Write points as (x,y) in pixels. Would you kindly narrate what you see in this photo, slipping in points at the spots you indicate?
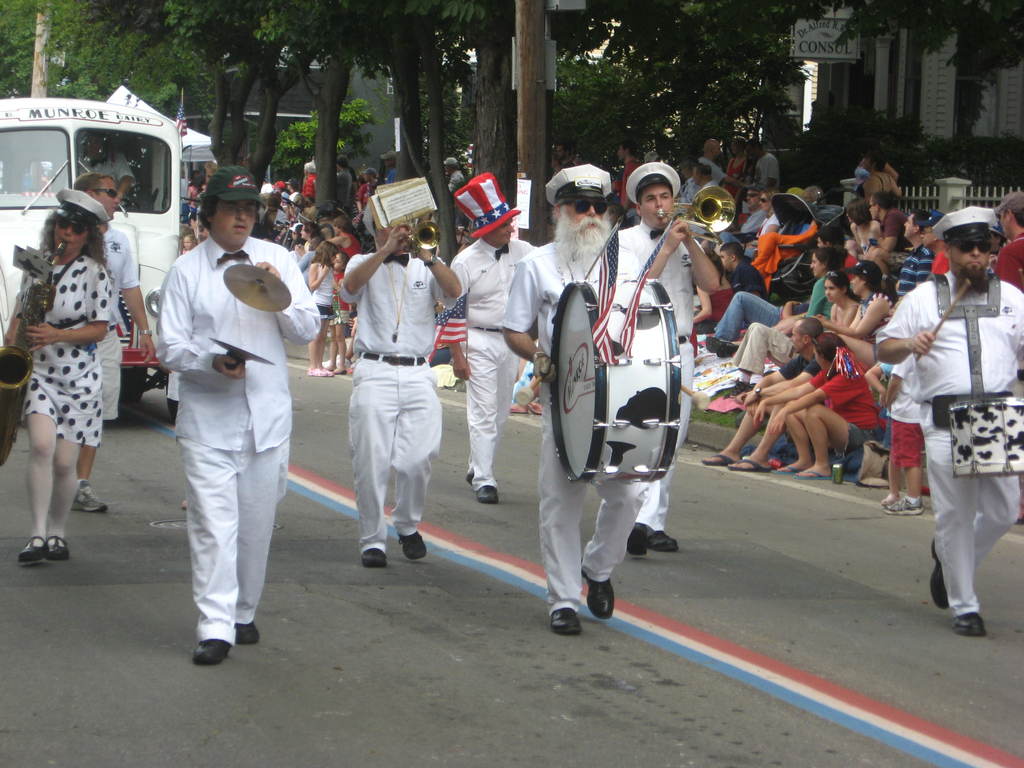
In this picture I can see a few people (368,395) holding the musical instruments (422,238). I can see the vehicle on the road (182,539). I can see a few people (752,298) sitting on the right side (807,368). I can see trees (198,117) in the background (403,49).
